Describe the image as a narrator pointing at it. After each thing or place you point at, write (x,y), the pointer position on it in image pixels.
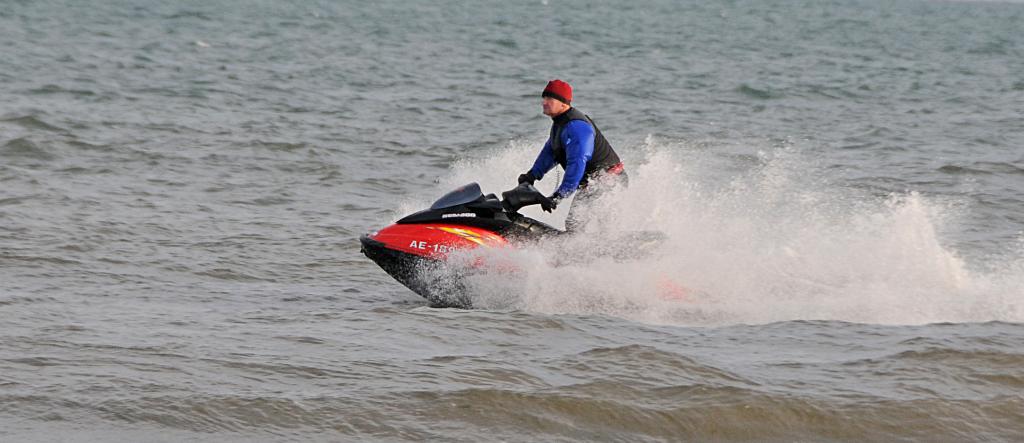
In this image there is a person (569,185) riding a jet ski (529,230) on water (575,250).
